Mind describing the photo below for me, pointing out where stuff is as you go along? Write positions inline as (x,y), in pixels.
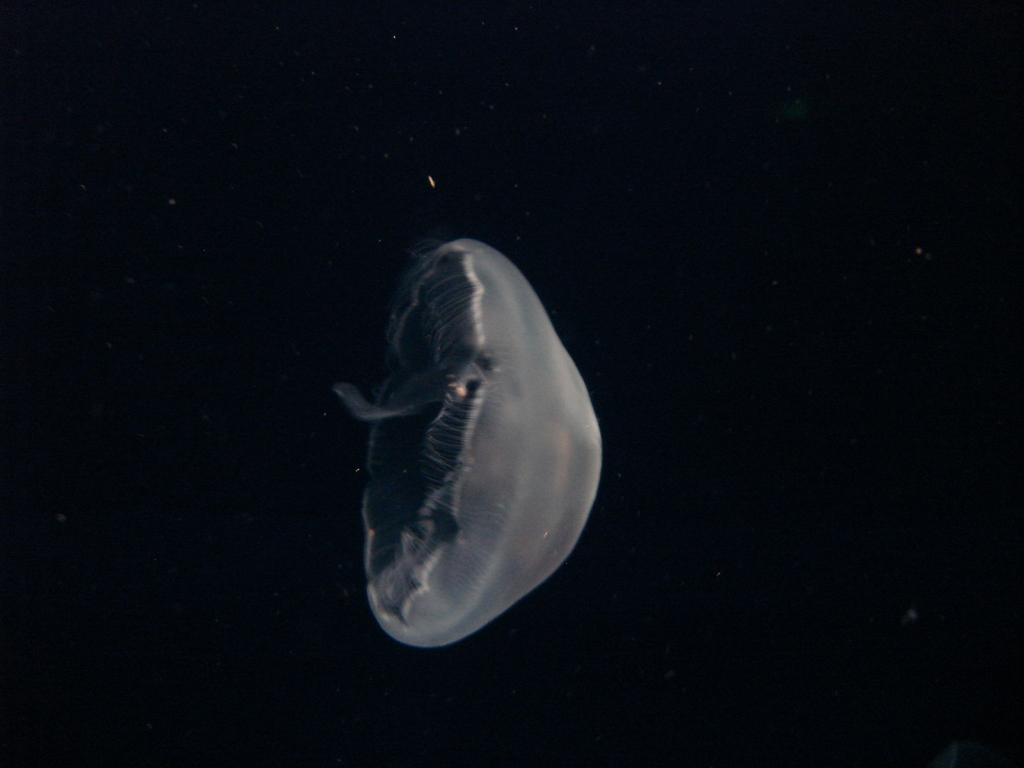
In the picture there is a jellyfish (489,452) present.
